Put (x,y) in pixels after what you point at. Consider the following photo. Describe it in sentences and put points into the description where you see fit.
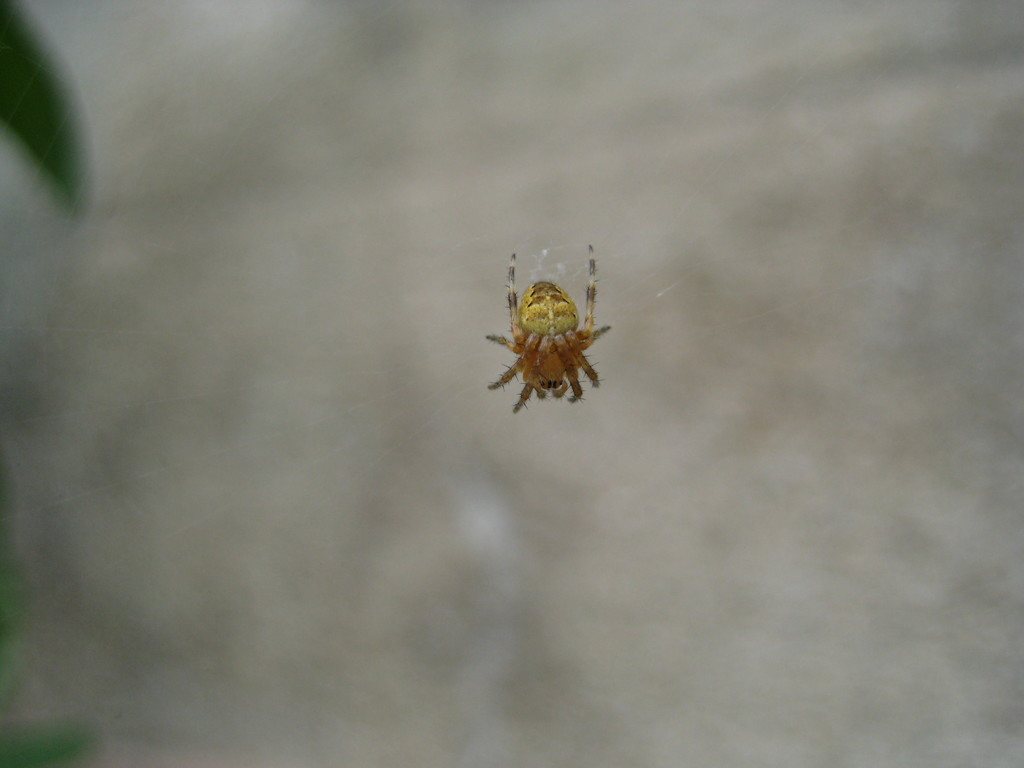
In the center of the picture (539,336) there is a spider (558,328) in its web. The background (240,139) is blurred.
